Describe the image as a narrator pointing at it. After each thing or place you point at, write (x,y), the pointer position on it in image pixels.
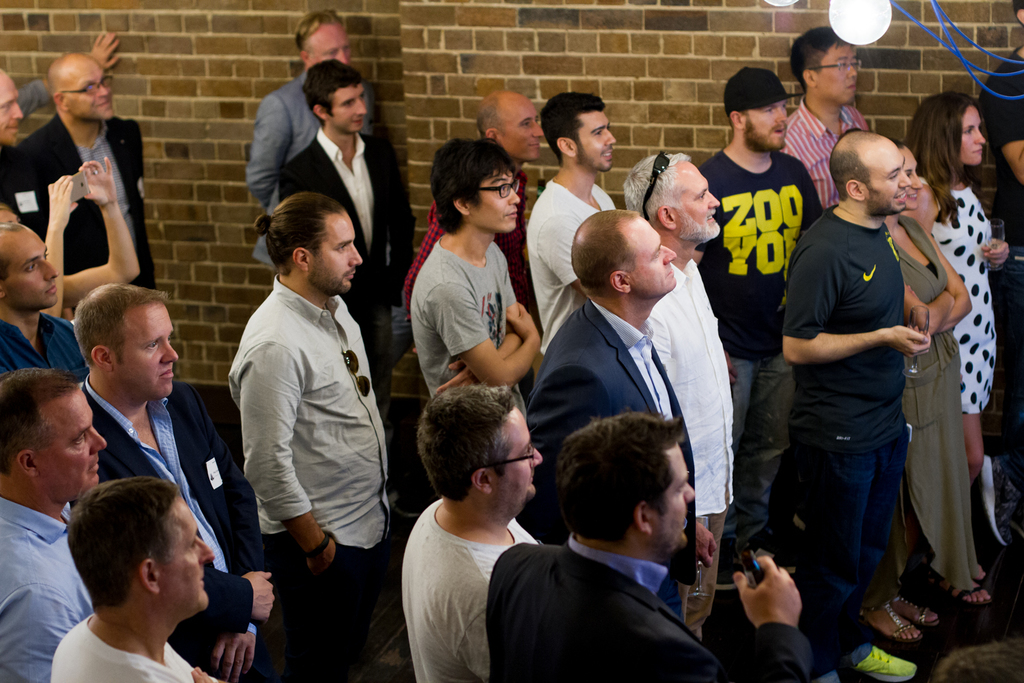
In this image in front (97,661) there are people (545,497). Behind them there is a wall (633,39). On top of the image (864,11) there are lights (858,30).
